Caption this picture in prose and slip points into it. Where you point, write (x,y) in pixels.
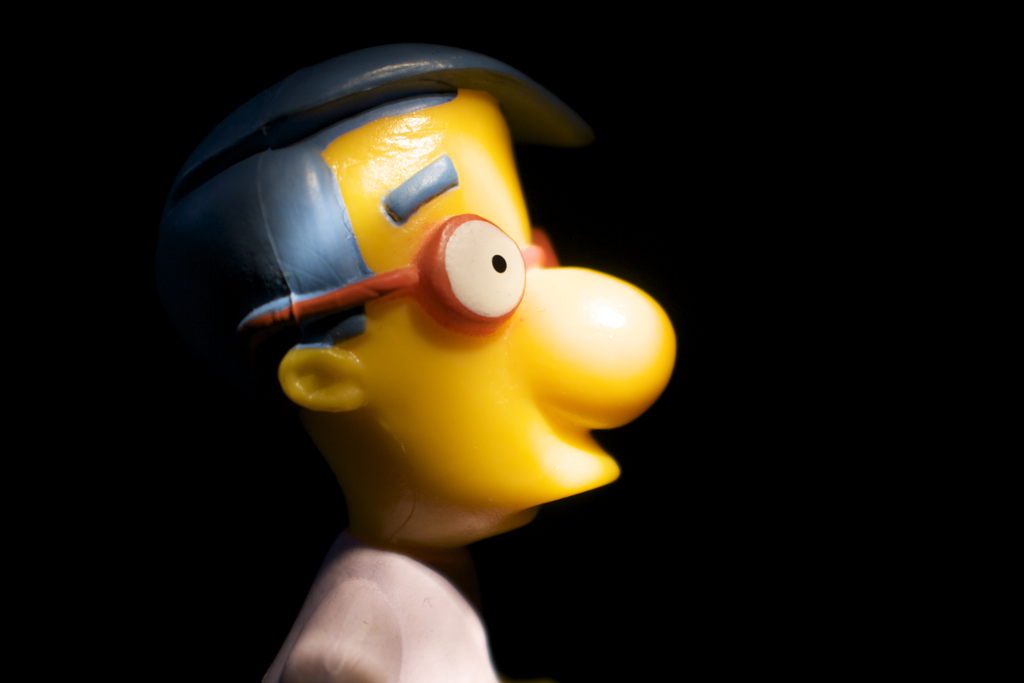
In this image we can see a toy (503,420) which looks like a person (486,343). The background of the image (52,8) is dark.
